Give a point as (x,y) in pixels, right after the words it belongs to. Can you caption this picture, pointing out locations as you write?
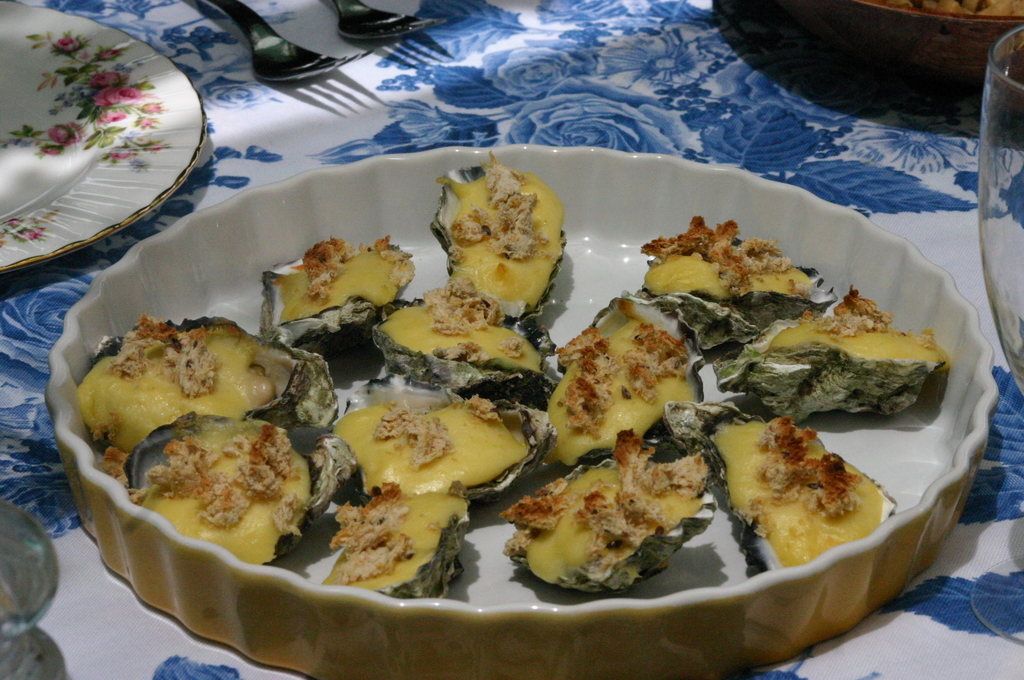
In this image we can see a food item (354,507) in a white color container (568,609). There is a glass (1022,295) on the right side of the image (1015,190). At the top of the image (311,57), we can see forks (286,75) and one object (914,20). There is a plate (36,166) on the left side of the image (15,184). In the background of the image (558,79), we can see white and blue color surface (256,139).
